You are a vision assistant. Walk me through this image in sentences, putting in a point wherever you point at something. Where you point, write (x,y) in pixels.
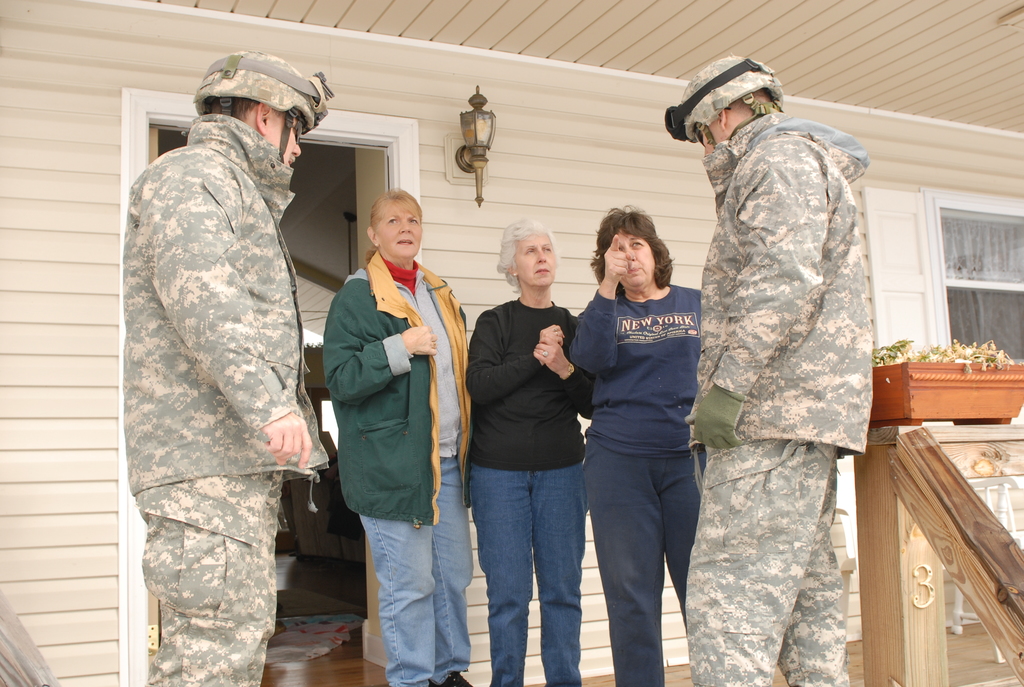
There are army men (775,415), people (473,409), a plant pot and railing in the foreground area of the image (652,330), there is a door (323,201), window (1023,247), lamp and other objects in the background (309,206).
